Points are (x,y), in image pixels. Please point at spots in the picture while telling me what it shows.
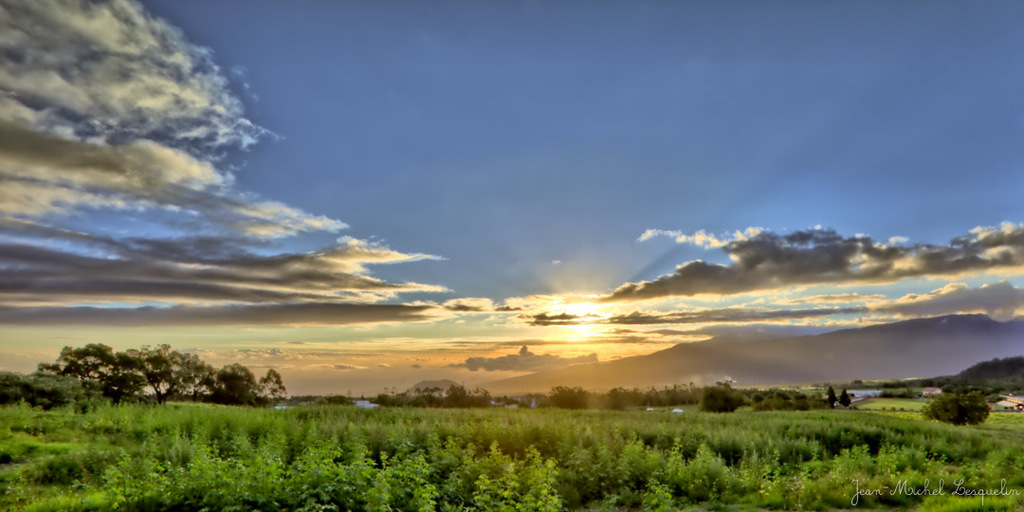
In this image I can see sunset (605,310) at the top of the image (450,121) I can see the sky (487,293) and at the bottom of the image (420,477) I can see trees (957,408) and in the right bottom corner (852,502) I can see some text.
